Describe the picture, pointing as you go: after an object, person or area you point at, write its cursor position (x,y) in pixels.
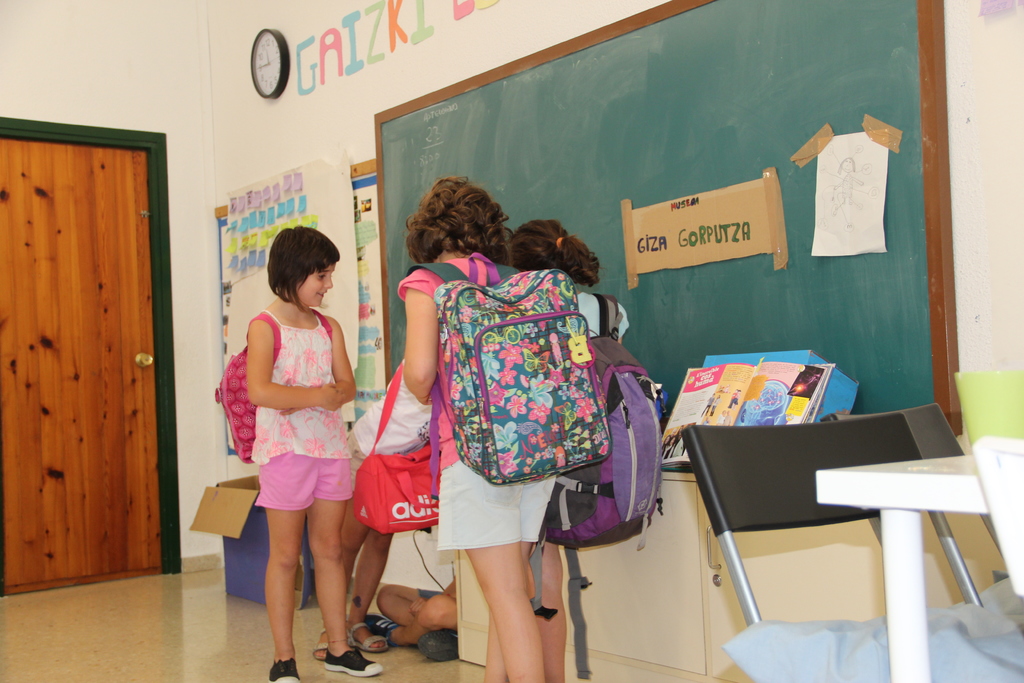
As we can see in the image there is a white color wall (173,190), door (79,223), clock (286,79), papers (253,207), green color board (835,98), table (906,524), chair (767,488), books (773,420) and few people (580,276) standing over here and they are wearing bags (387,506) and there is blue color box (242,537).
